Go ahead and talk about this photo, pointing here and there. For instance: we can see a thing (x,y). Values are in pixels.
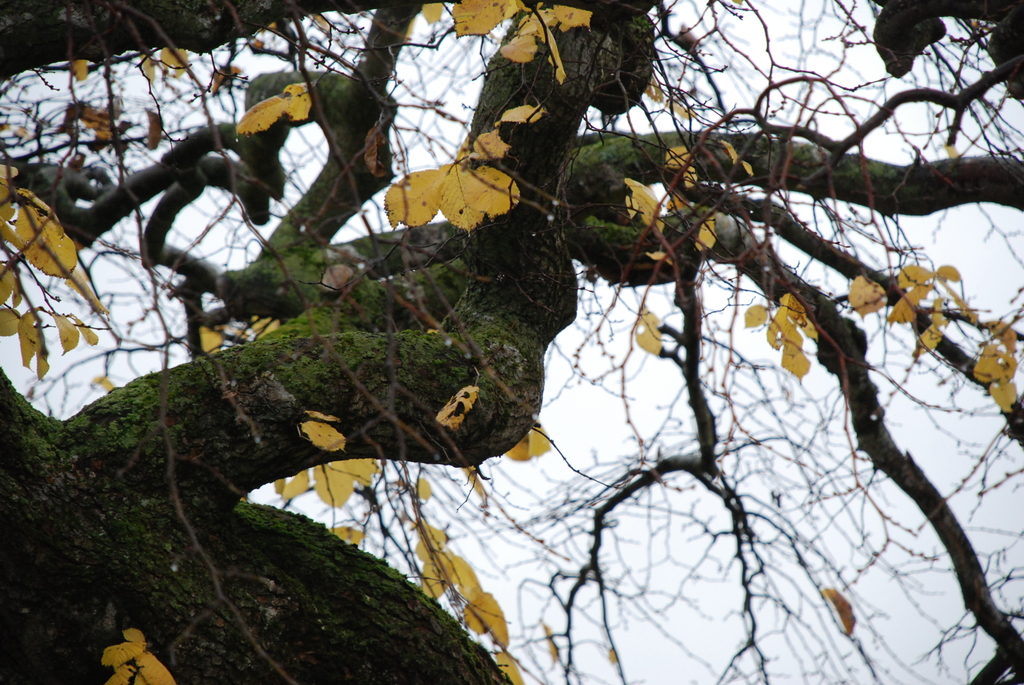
In the image there is a tree (347,427) with yellow color leaves (440,205) and algae (263,366) over it and above its sky (719,621).
